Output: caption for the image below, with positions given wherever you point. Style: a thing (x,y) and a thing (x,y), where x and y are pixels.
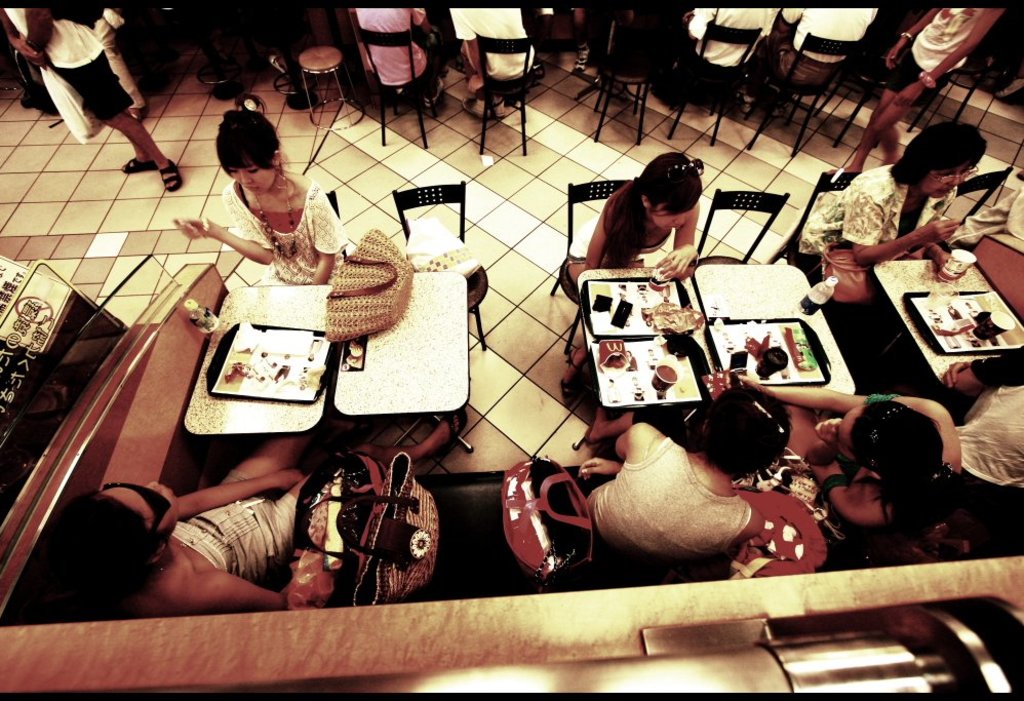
people (115,533) are sitting on the sofa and chairs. in front of them there are tables (406,401) on which there are trays (310,360) and food items (754,350). on the sofa (509,563) there are bags (364,533).
